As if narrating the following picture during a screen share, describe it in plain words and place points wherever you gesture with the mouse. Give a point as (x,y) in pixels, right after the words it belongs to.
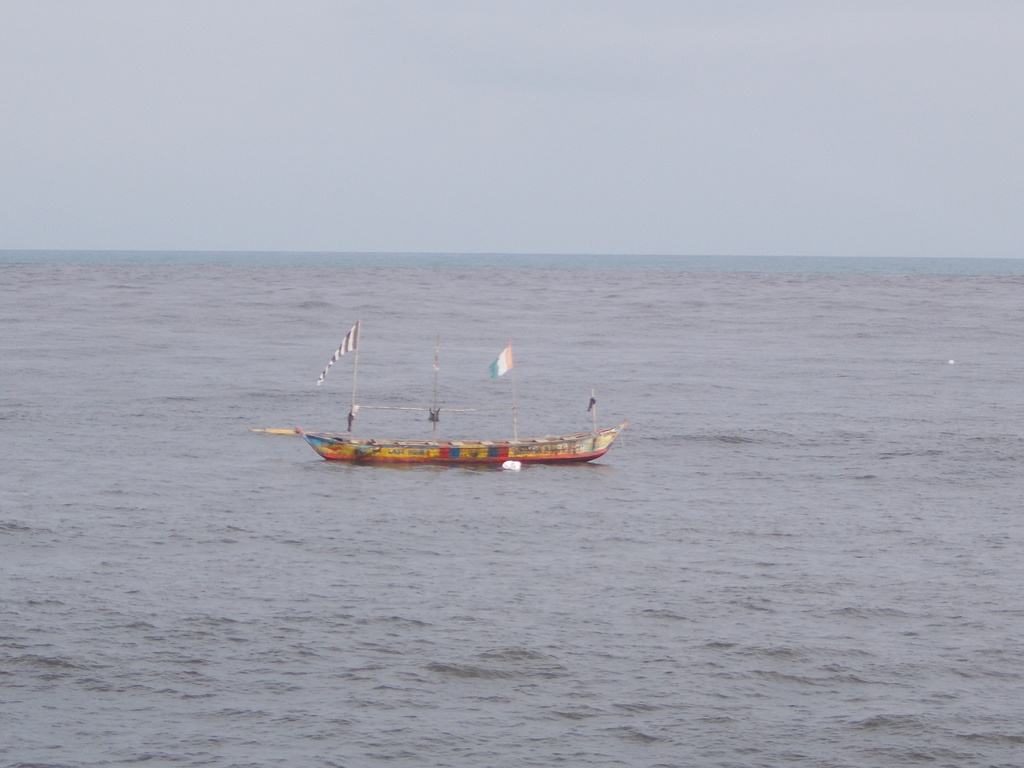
In this picture we can see a boat (387,460) in the water (650,560), and we can find few flags (349,349) in the boat (497,449).
